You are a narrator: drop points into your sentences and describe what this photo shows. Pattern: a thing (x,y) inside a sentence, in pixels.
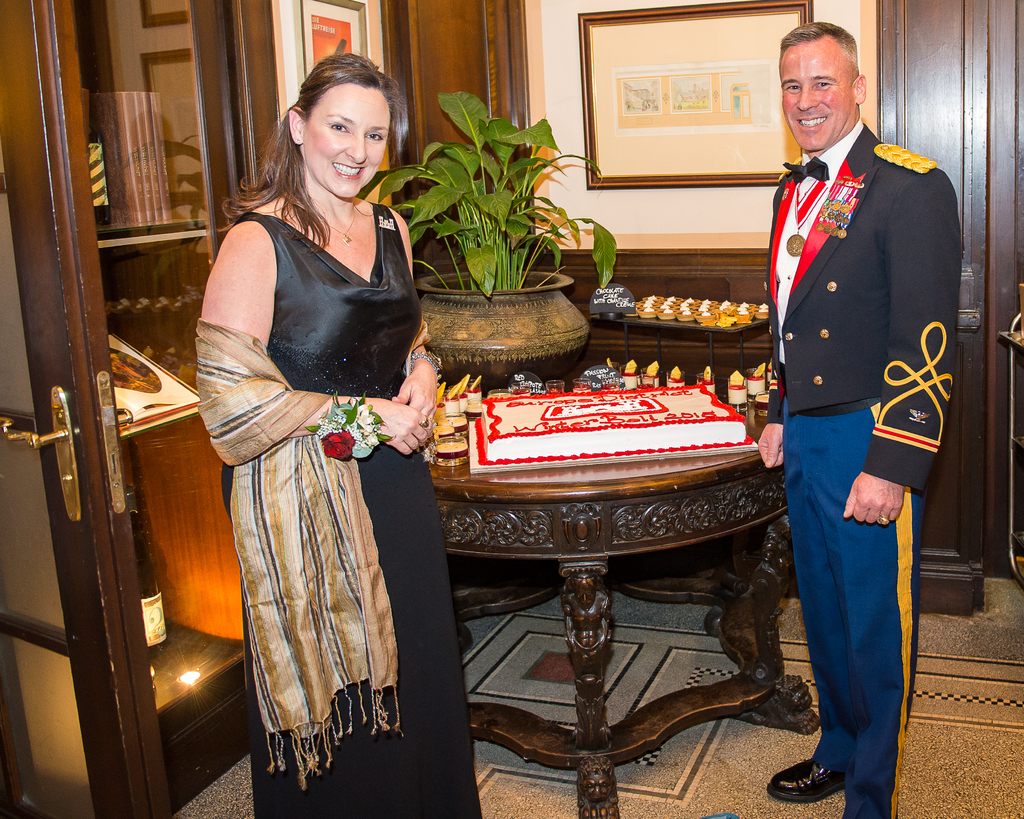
In this there were two persons (847,563). A woman (376,386) was standing towards the left (287,747) and she is wearing a black frock (325,374) and cream scarf (210,339), towards the right (815,185) there is a man (876,322) and he is wearing a black blazer (855,340), blue pants (857,631) and black shoes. There is a table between them. In the background (504,257) there is a plant (531,132) and a frame (648,74). In the left corner (170,129) there is a desk (193,232), books (168,199) and bottles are filled with it. There is a door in the left (3,748).
